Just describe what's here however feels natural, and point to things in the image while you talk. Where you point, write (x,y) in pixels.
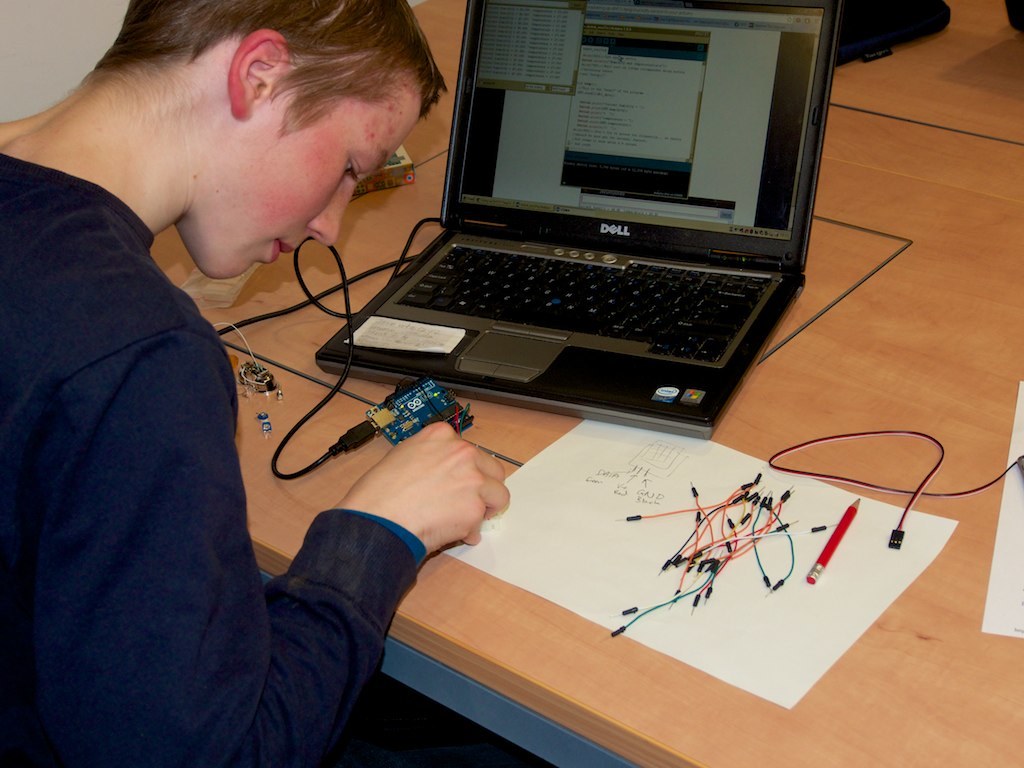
In this image I can see the person (167,609) is sitting and in front (531,320) I can see the laptop (547,327), wires (348,435), paper (647,534), pencil (849,526) and few objects (902,544) on the brown color table (765,456).
